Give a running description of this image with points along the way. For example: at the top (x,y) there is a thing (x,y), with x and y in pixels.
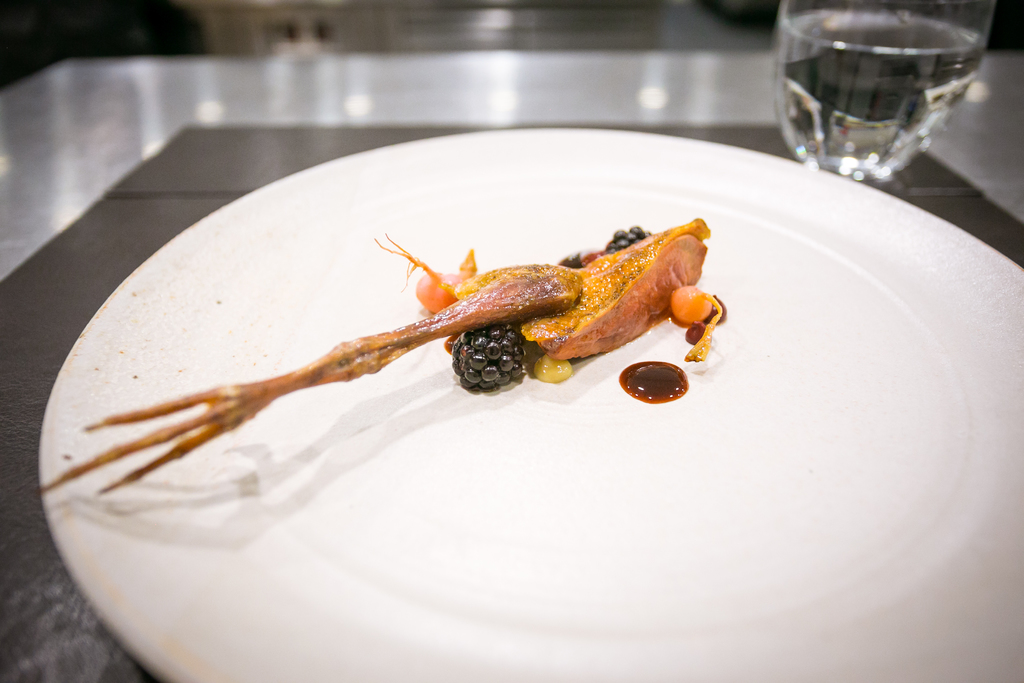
In this picture we can see a table (251,117), there is a plate (648,197) and glass (876,166) of water (890,106) present on the table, we can see some food (651,285) in this plate (332,329), there is a blurry background (290,44).
